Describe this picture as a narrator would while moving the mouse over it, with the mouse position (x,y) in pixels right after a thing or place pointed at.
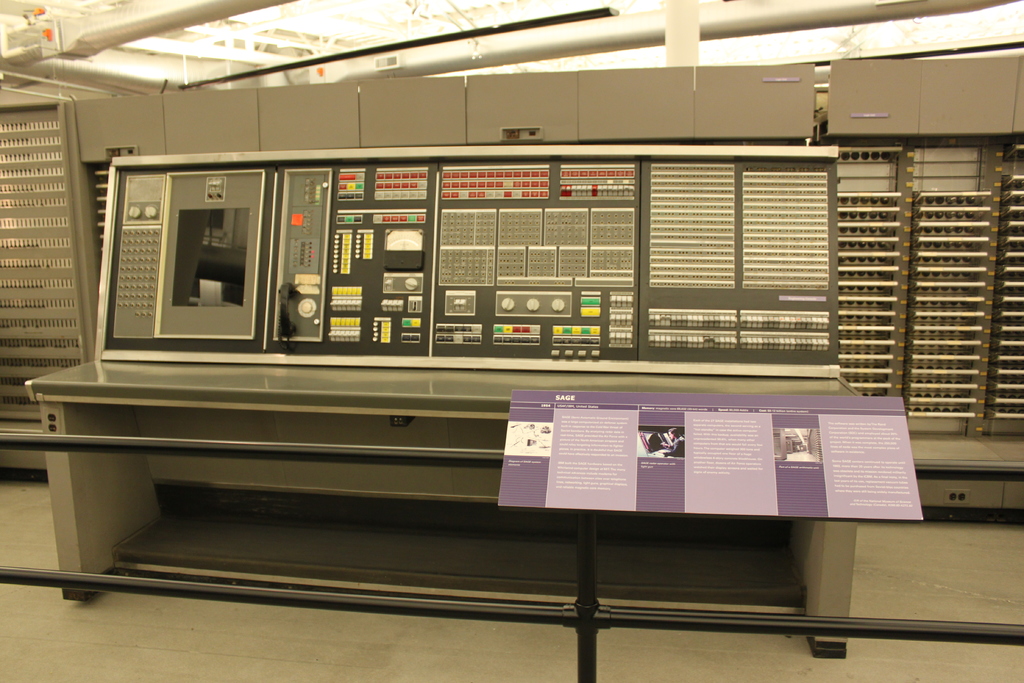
In this image I can see a control board (289,172) which is in gray and black color. I can also see few buttons (345,260) in multi color, in front (591,490) I can see a board (530,474) which is in purple color attached to the pole (591,548).
